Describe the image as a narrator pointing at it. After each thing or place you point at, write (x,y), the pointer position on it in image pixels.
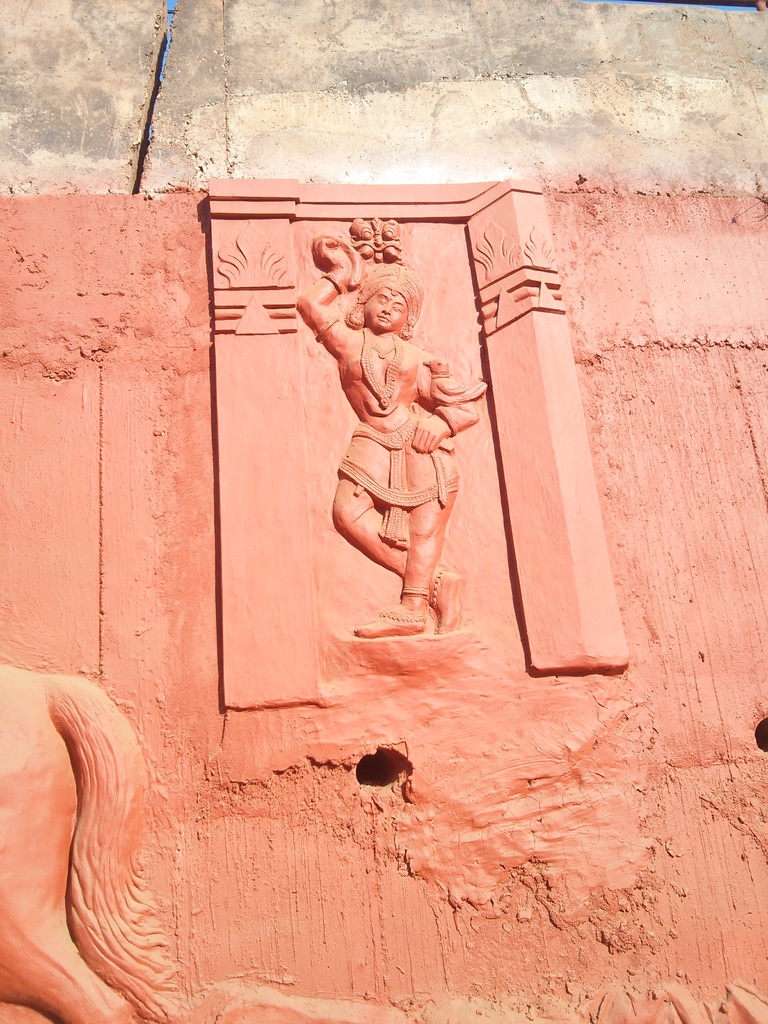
In this image there is a wall (155,164). There are sculptures (53,788) on the wall (470,763). At the bottom (389,785) there are holes (384,777) on the wall (623,788).
